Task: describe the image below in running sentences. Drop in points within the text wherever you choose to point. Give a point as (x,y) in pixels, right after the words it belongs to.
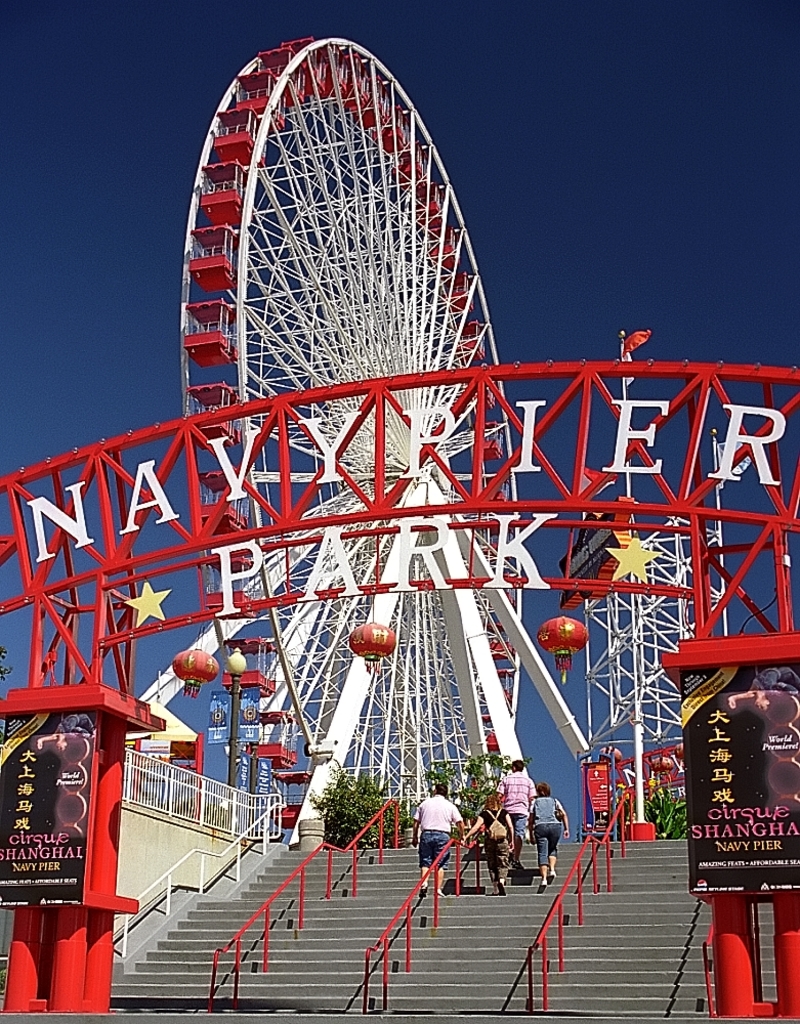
In this image we can see the arch (480,494) and on the arch (280,437) we can see the text (522,431) and also the posters (83,819). Behind the arch (494,371) we can see the giant wheel (380,243). We can also see few people (560,810) on the stairs (525,843). In the background (441,11) we can see the sky (127,188).
